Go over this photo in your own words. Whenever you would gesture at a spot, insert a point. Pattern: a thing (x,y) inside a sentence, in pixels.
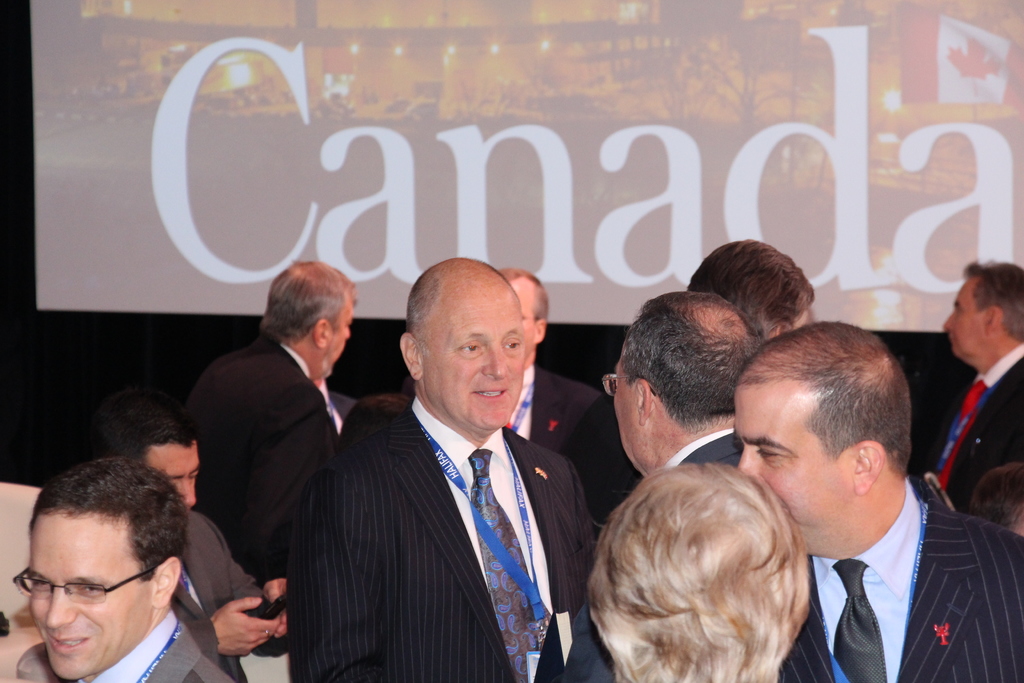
In this image we can see people (294,534) are standing and discussing, background screen (416,125) is present.
